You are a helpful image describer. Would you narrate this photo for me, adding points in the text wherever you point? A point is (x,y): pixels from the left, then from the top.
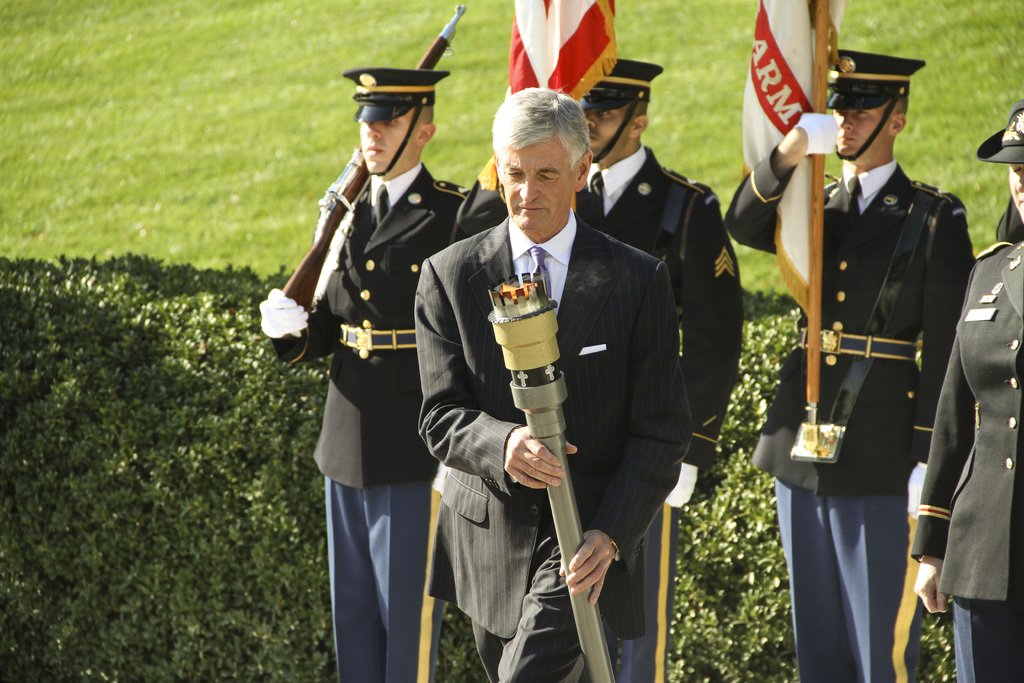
In this image I can see a man (585,368) is walking by holding the thing (568,489) in his hands (527,477), he wore coat (608,306), tie (545,284), shirt (555,264). Behind him two men (605,139) are standing by holding the flags (799,203) in their hands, they wore caps (592,103). On the left side (200,434) there are bushes (201,413). Here a man (365,205) is standing by holding the weapon (321,217).
